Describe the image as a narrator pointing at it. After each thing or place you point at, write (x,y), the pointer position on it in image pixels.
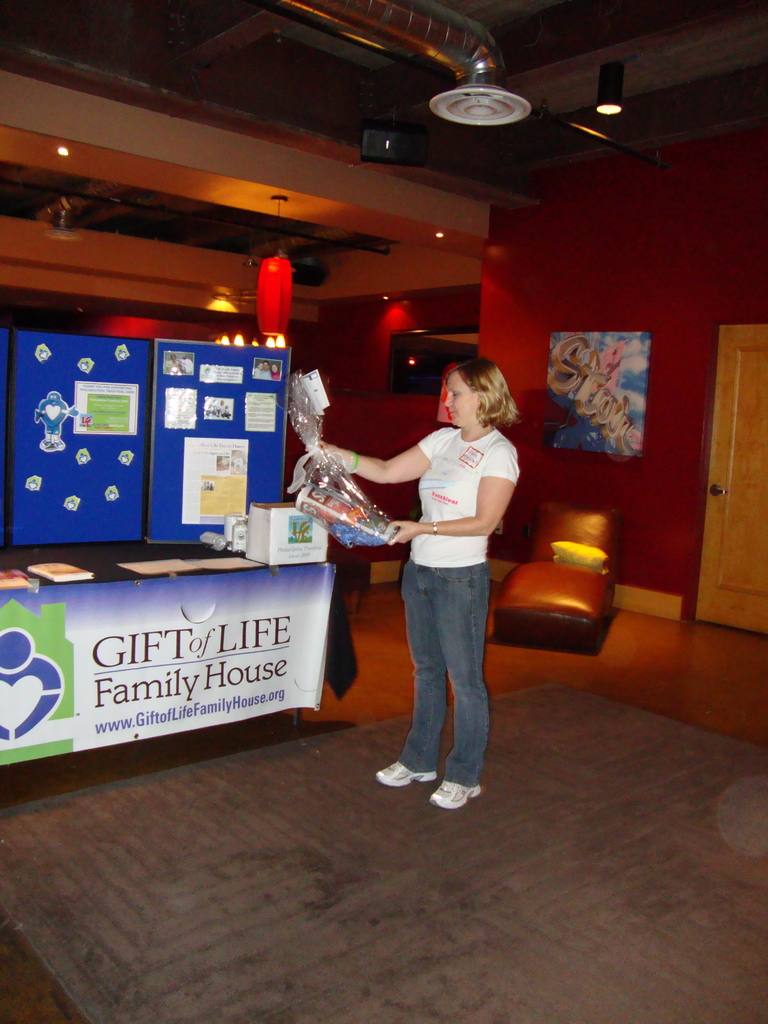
Here a woman (469,581) is standing, she wore a white color t-shirt (456,466). In the left side (169,476) there are display boards (141,456) which are in blue color. At the top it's a light (611,67).
